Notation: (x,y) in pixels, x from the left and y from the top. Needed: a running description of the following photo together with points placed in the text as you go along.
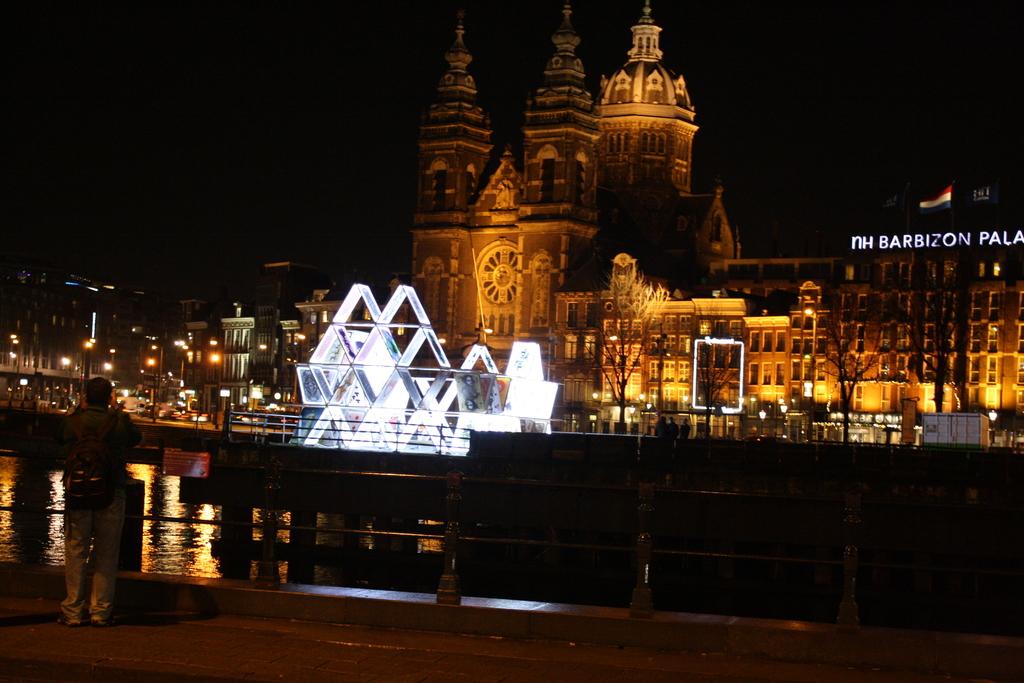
In this picture we can see buildings (956,266) with windows (665,376), lights (217,352), trees (705,382), water (157,497), fence (686,554) and a person (105,430) standing on the ground (180,635) and in the background (380,170) it is dark.
